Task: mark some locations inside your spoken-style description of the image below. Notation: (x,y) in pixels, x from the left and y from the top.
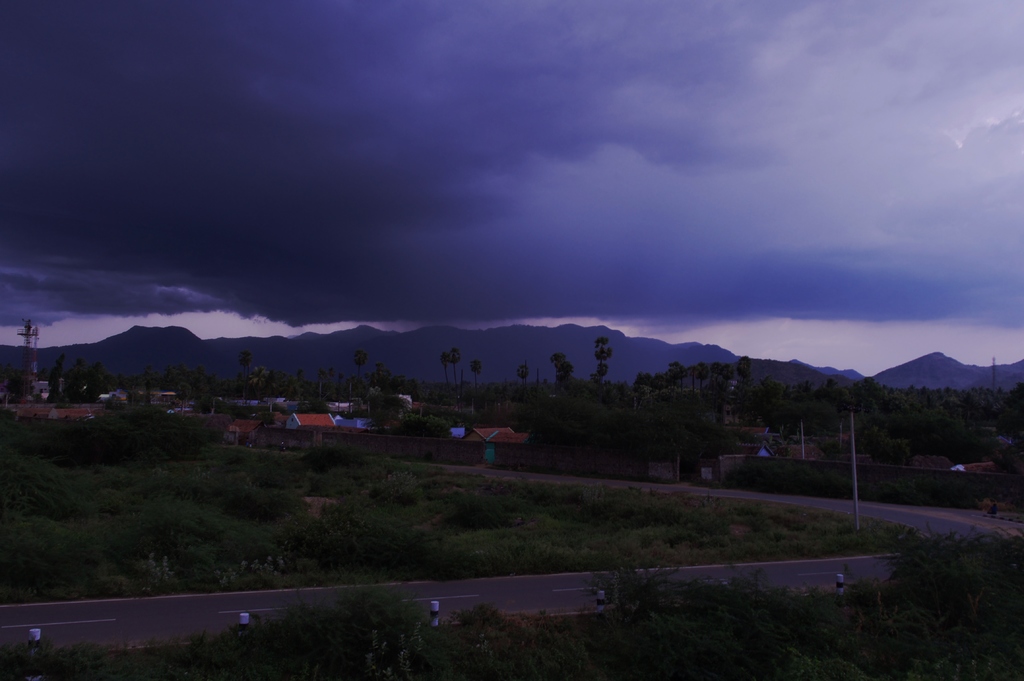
In the center of the image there is road (174,611). there are plants (438,538). In the background of the image (197,345) there are mountains (452,373), trees (469,414), houses (517,436). At the top of the image (154,61) there are clouds (612,272) and sky (772,300).
